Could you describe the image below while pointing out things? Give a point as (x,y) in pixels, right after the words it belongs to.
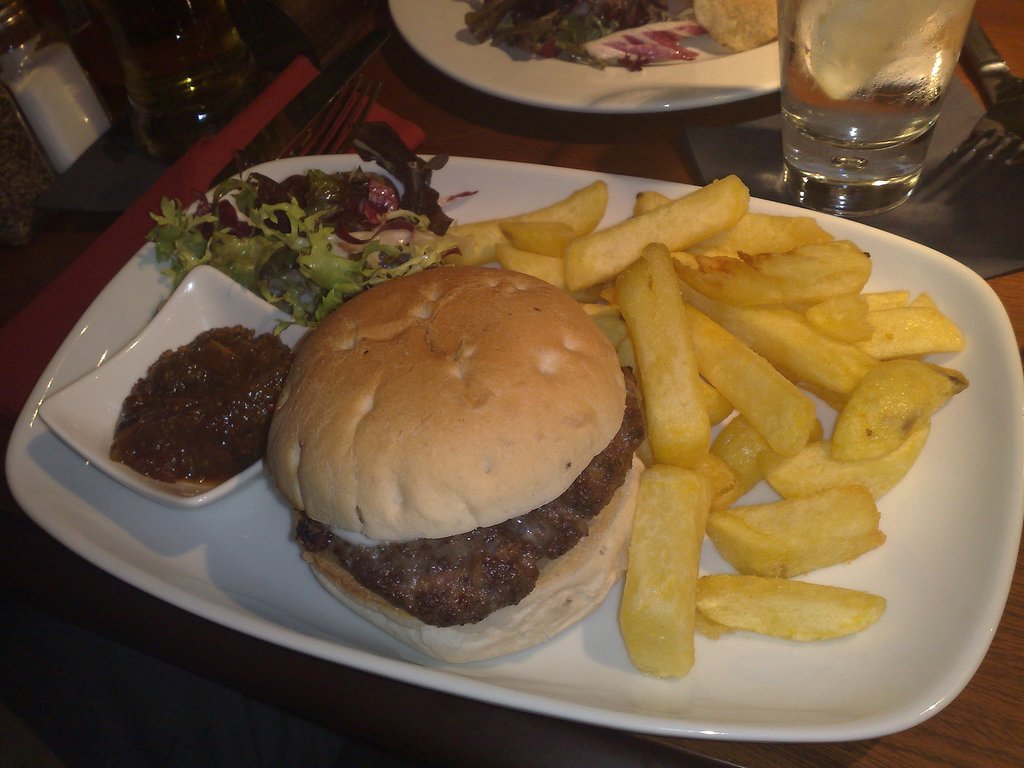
In this image we can see two plates (705,71) containing food (632,283), a glass (866,105) and fork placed on the table (217,665). At the top of the image (197,8) we can see some bottles (198,21) placed on the surface (450,153).
